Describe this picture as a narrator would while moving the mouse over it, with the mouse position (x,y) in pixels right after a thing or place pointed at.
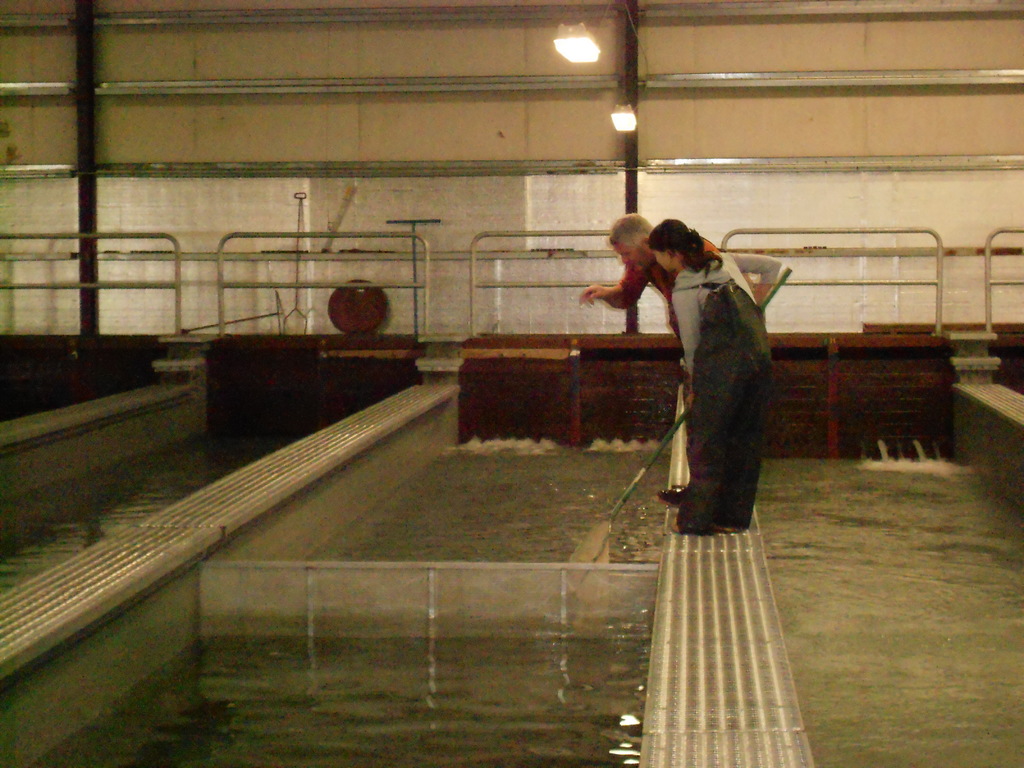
In this image, we can see a water tank (536,635). There are lights (626,118) at the top of the image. There are two persons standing and wearing clothes (744,500) in the middle of the image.
